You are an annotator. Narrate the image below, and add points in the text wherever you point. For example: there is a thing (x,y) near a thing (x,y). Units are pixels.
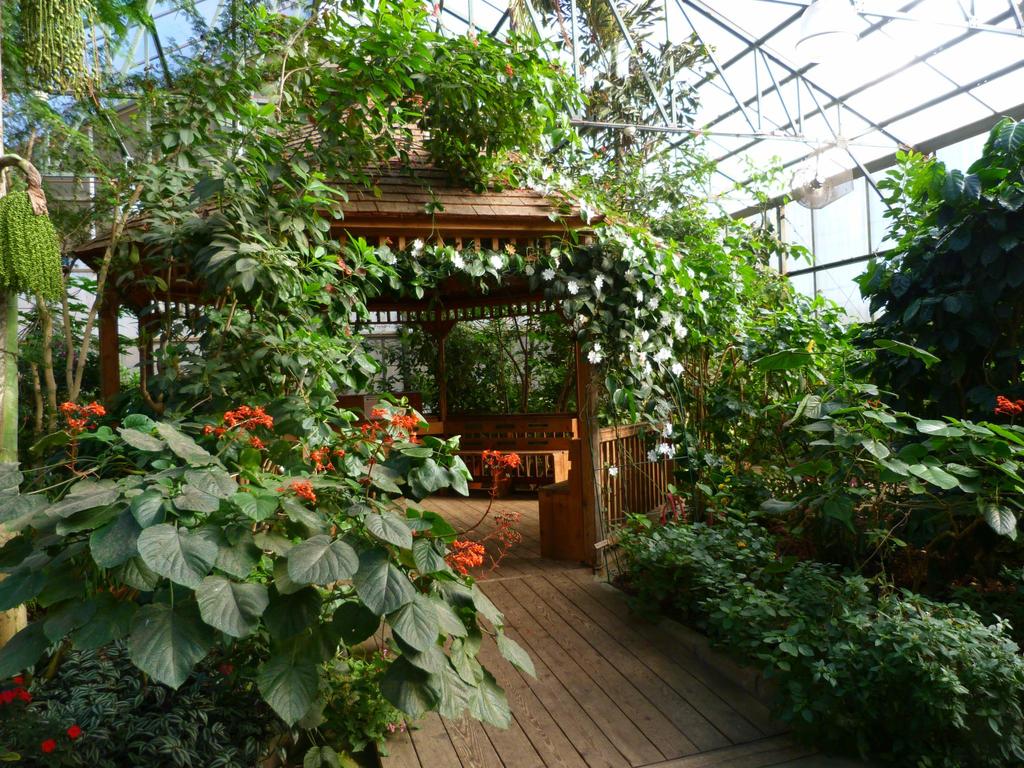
In the image we can see some plants (592,130). Behind them there is a arch (425,131). At the top of the image (992,105) there is roof (987,123).
